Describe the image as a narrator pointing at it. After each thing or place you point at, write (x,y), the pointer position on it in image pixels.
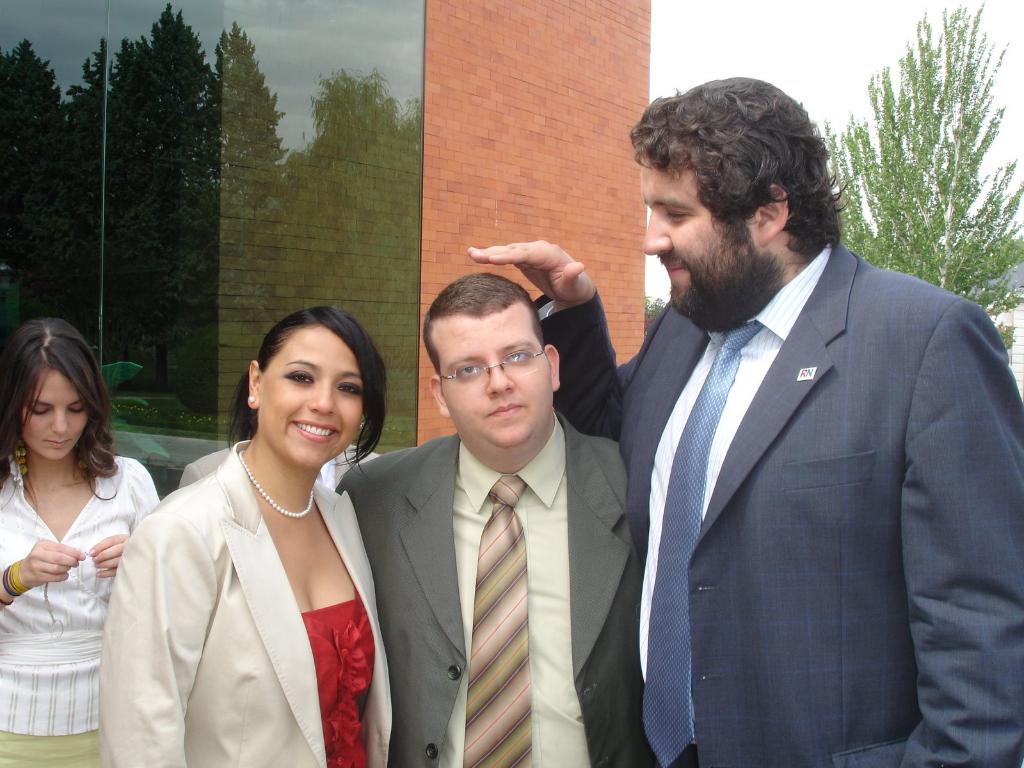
In this picture we can see a group of people (362,620) and in the background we can see a building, trees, sky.
